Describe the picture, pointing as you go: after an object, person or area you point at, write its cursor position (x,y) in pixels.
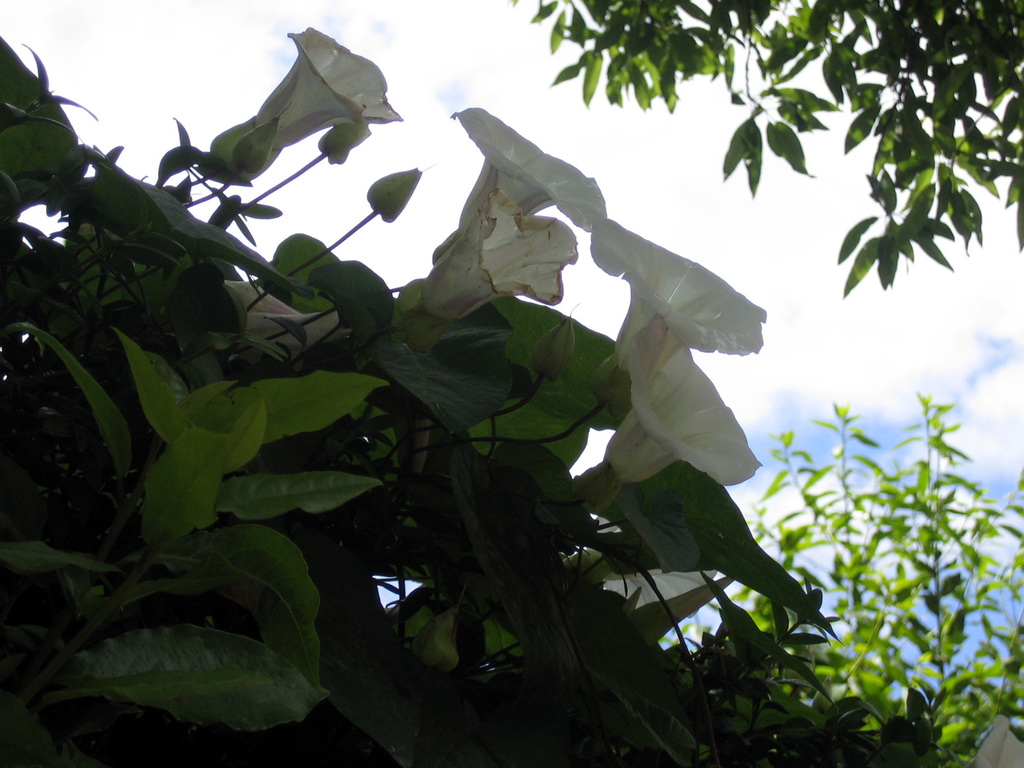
In this image there are plants (495,547) and we can see flowers (556,272). In the background (775,250) there is sky (582,134).
